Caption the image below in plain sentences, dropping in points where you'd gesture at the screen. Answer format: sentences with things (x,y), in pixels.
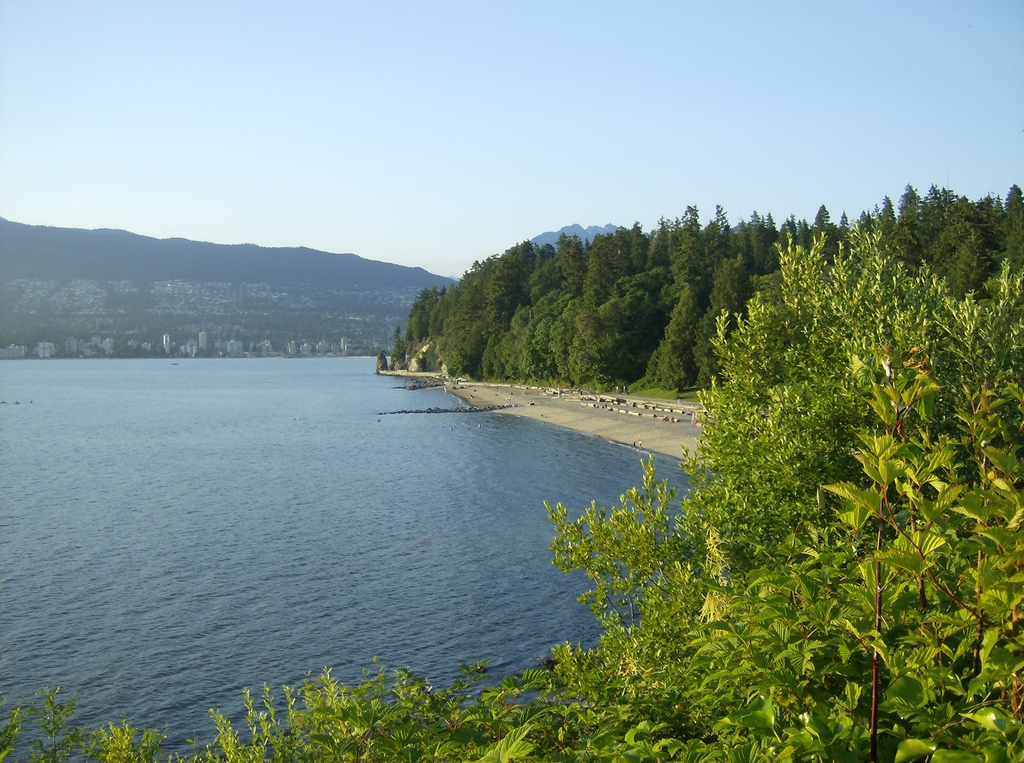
In this picture we can see trees (739,368), water (340,459), mountains (301,278) and in the background (565,159) we can see sky (500,159).
